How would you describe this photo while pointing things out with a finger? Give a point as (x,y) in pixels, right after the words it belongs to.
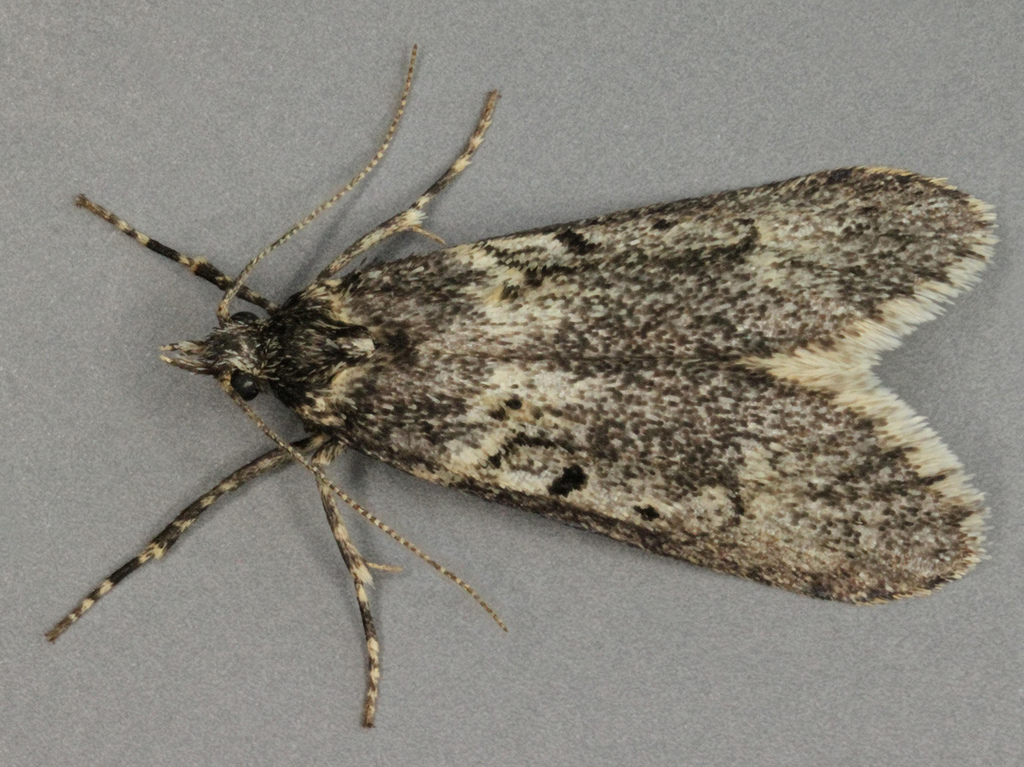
In the picture we can see an insect (271,345) with wings (380,366), legs (361,566), antennae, and it is sitting on the wall (312,250).
